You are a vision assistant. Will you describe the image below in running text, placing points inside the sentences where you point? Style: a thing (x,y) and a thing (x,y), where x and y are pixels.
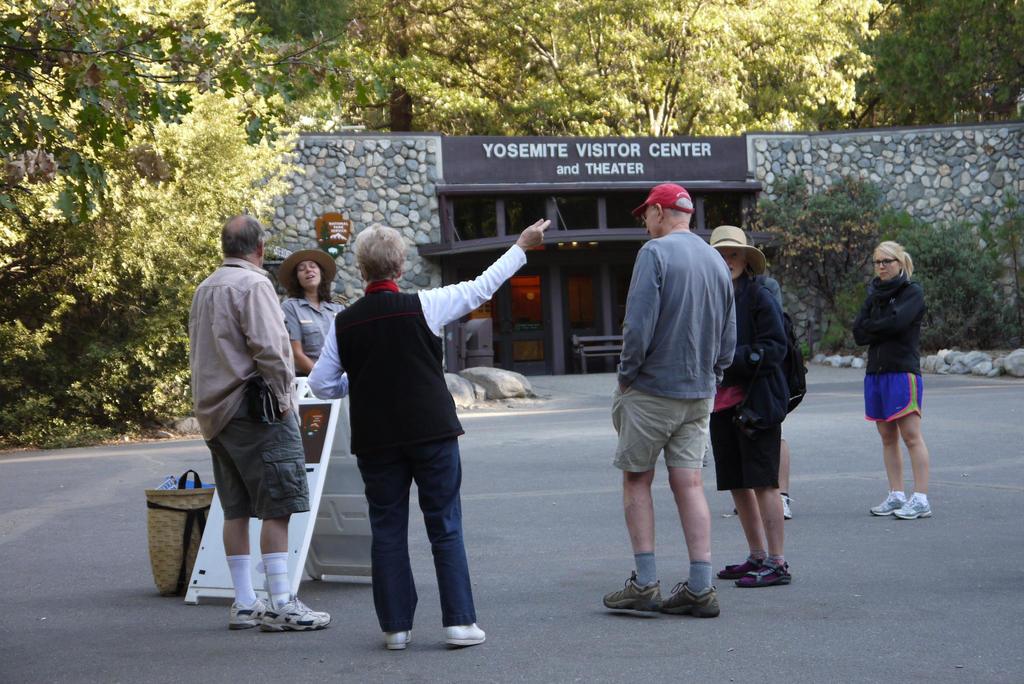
In this picture we can see some people (774,377) are standing, in the background (527,36) we can see trees (715,63) and stone wall (835,140), we can see door (537,293) in the middle (524,297), on the left side (209,537) there is a basket (194,527) and a board (221,540), there is some text (570,166) in the middle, on the right side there are some stones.
